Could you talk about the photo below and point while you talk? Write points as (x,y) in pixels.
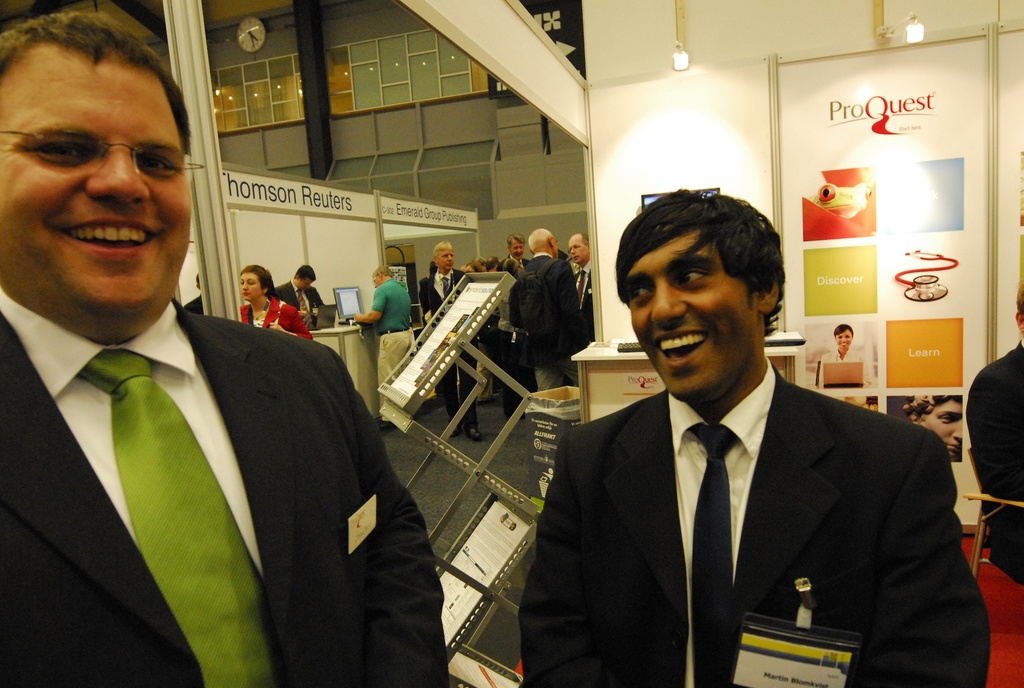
In this image we can see few people (529,338) in the room (482,630), there is a book rack (469,483) with few papers (437,356) on it, there are laptops (327,307) on the table (349,328), a trash bin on the floor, a clock (264,37) to the wall (226,52) and few lights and posters (886,172) attached to the wall (695,77).
